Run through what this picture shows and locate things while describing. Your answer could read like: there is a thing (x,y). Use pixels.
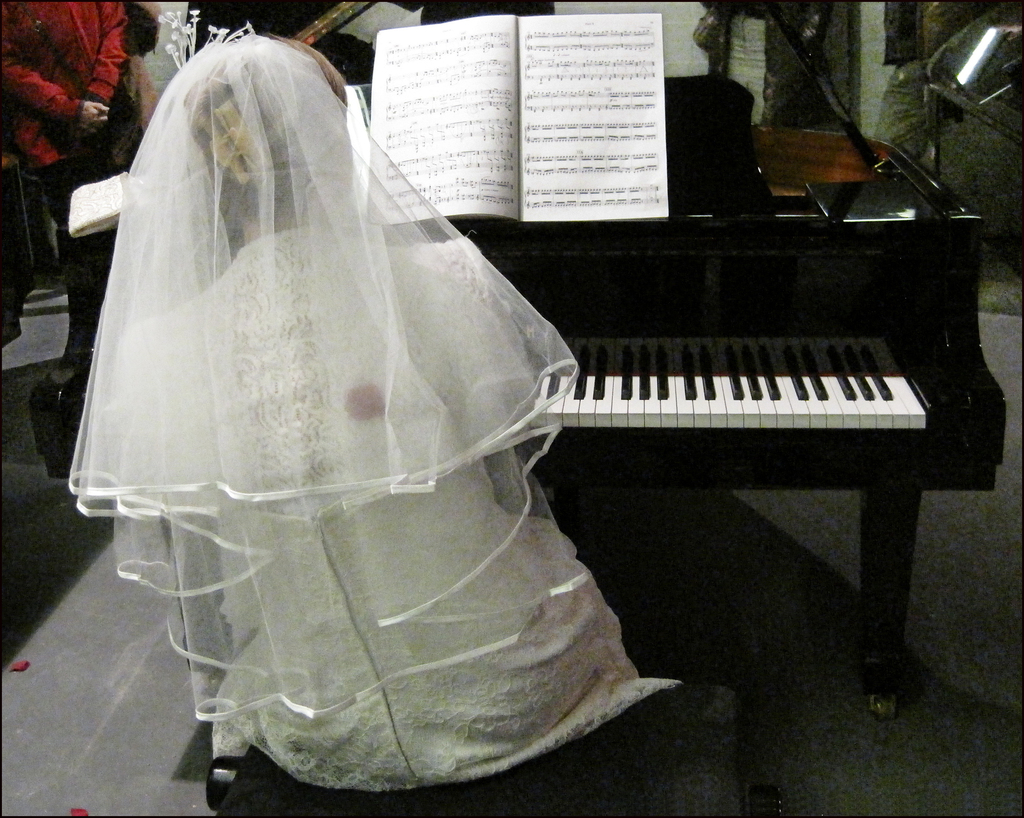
In this image I see a person (234,297) who is wearing white dress (369,417) and I see a piano (775,158) over here and I see the notes (559,115) on this piano (654,226). In the background (55,15) I see few people (61,204) and I see the floor (19,341) and I see that this person (343,399) is sitting.
